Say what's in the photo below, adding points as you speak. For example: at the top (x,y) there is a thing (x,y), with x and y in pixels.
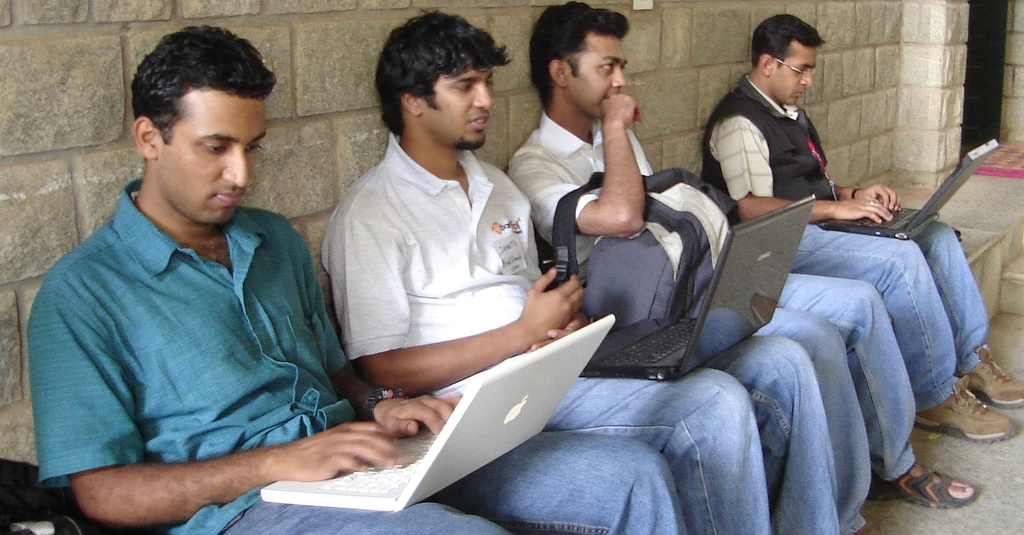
In this picture we can see four men (805,166) sitting on a platform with laptops (319,484) on them and in the background (900,158) we can see wall (526,15).
